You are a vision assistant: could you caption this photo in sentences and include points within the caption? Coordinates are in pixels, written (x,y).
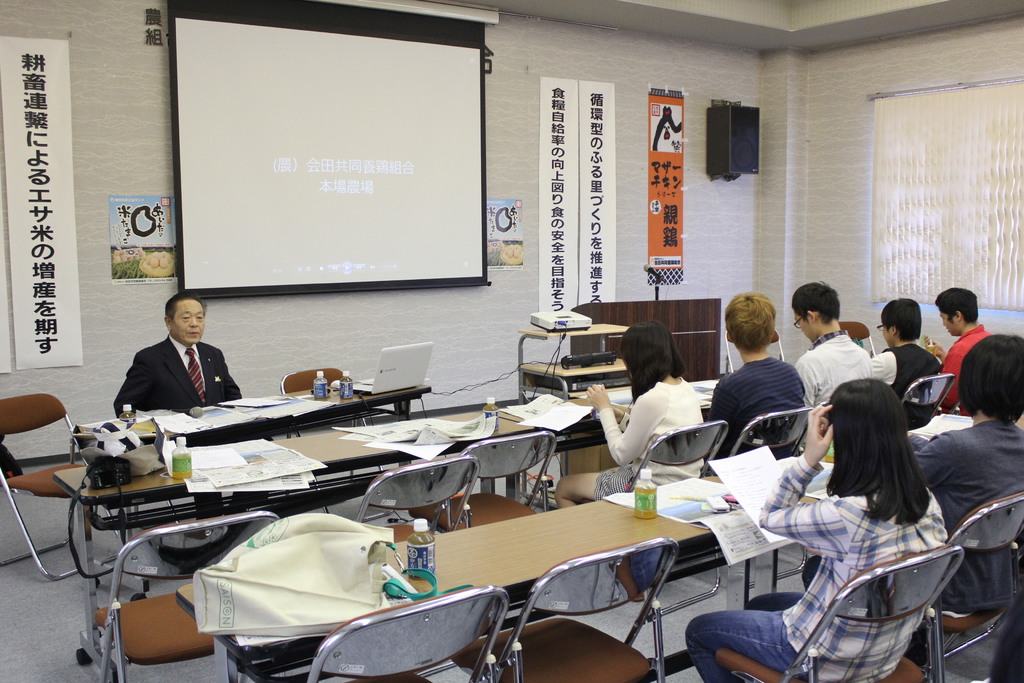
This picture shows a classroom (303,443) where people (605,472) seated on the chairs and books (447,431) on the table (706,486) and we see a man (175,374) seated in front of them and we see a projected screen (223,154) and a laptop (399,359).
